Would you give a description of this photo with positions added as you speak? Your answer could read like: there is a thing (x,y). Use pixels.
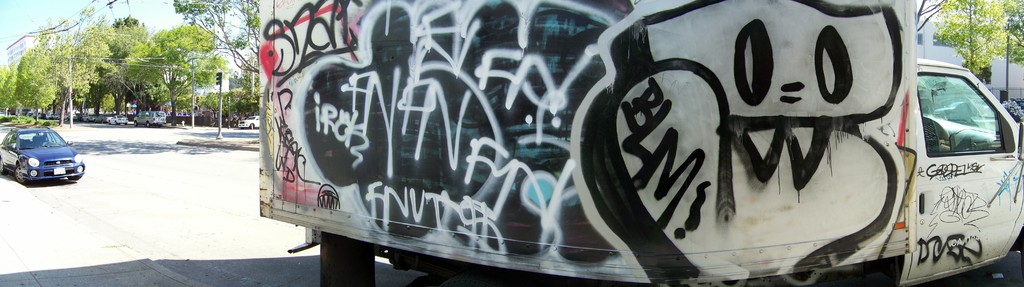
In this picture, we can see a few vehicles (151,118), poles (219,87), buildings (21,47), road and the sky (76,5).
